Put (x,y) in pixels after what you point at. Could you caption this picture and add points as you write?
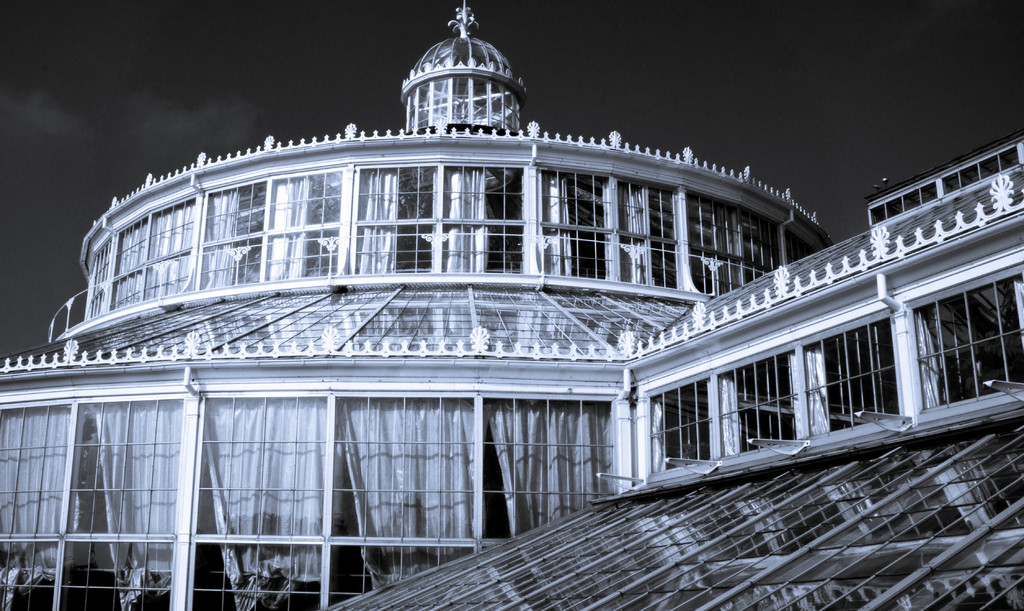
In this picture we can observe a building (230,331) which is in white color. There are windows (164,485) and white color curtains (155,472). In the background (41,252) there is a sky (670,81). We can observe a dome (459,65) on the top of the building (439,61).
